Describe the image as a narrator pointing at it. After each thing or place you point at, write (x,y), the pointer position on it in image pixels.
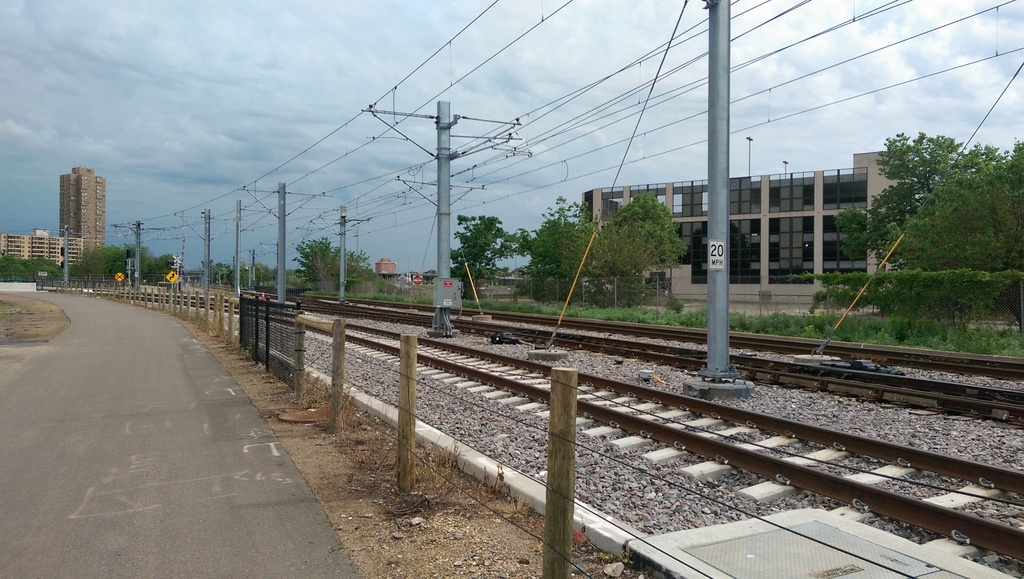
In this image at the bottom (721,478) there is a railway track (917,494) and some poles (711,320) and wires (409,175), on the right side (903,274) there are some trees (944,260), buildings (783,272) and some houses (833,261). On the left side (131,418) there is a road (178,373) and in the background (79,246) there are some buildings (54,253), trees (92,265) and in the foreground (550,447) there are some wooden poles (332,416) and sand (322,425). On the top of the image (170,119) there is sky (221,99).
